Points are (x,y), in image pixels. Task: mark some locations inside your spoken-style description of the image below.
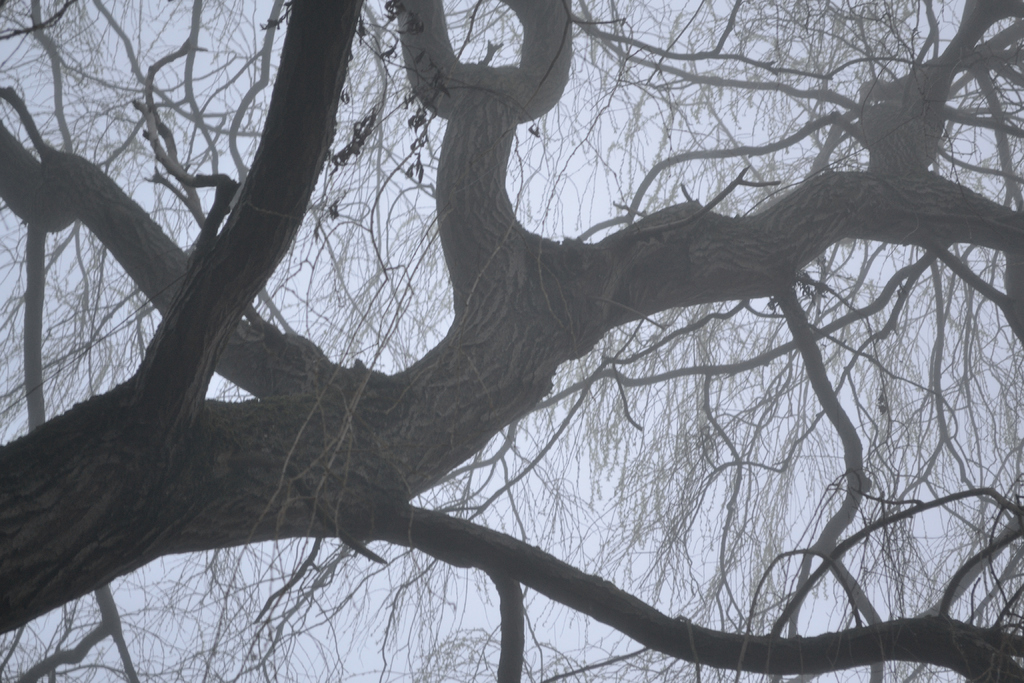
In this picture there are few branches (551,336) of a tree (564,298) which has no leaves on it.
